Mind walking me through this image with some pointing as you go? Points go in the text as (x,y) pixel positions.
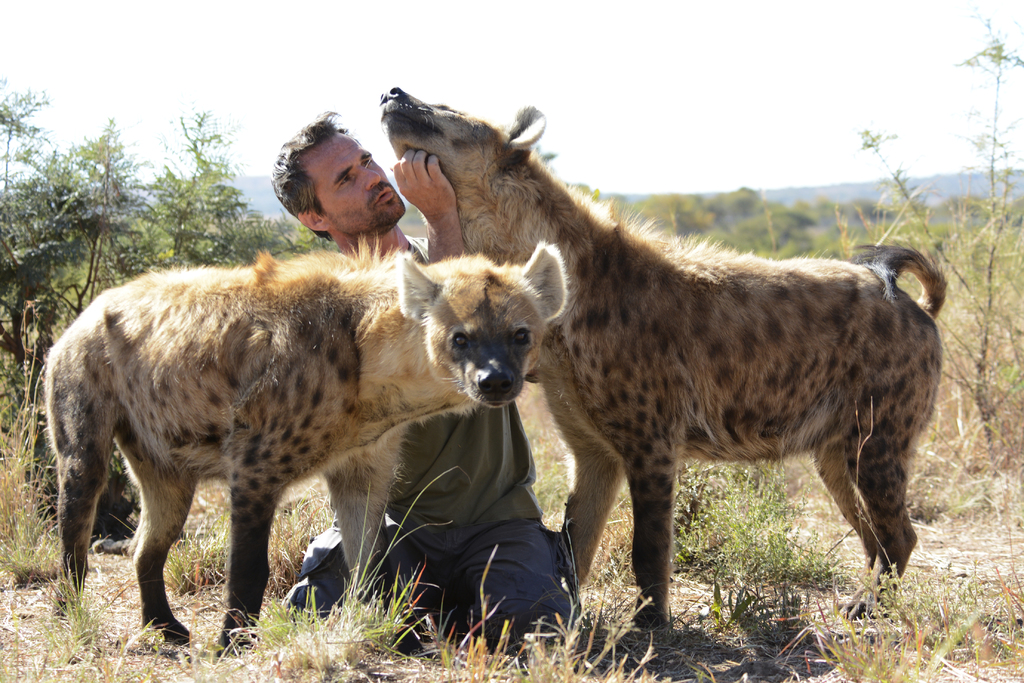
This picture shows couple of hyenas (574,287) and we see a man (463,609) seated and touching it with this hand (419,167) and we see trees (1019,231), Plants (5,362) and grass (1000,453) on the ground (926,524).
